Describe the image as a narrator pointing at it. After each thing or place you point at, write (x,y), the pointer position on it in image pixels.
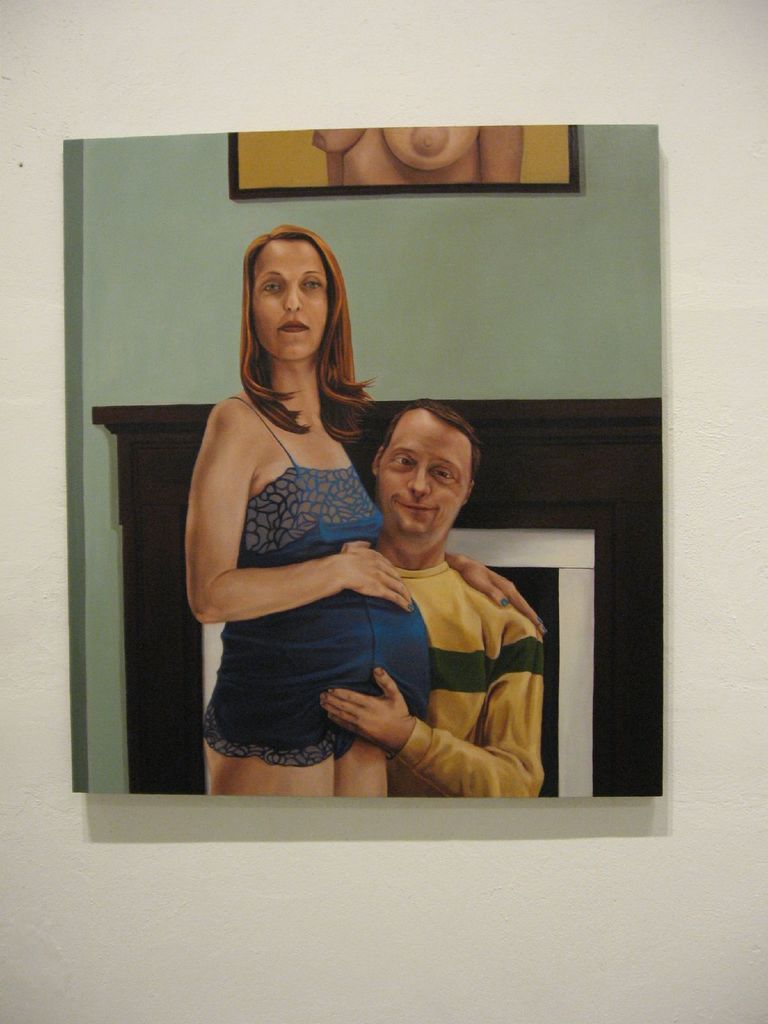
In this image I can see two persons (286,670). The person (378,670) at right (524,683) wearing yellow shirt (527,719) and the person (287,698) at left (255,670) wearing blue dress (287,708), at the back (474,156) I can see a frame (481,164) attached to the wall (429,249) and the wall (470,331) is in green color.
